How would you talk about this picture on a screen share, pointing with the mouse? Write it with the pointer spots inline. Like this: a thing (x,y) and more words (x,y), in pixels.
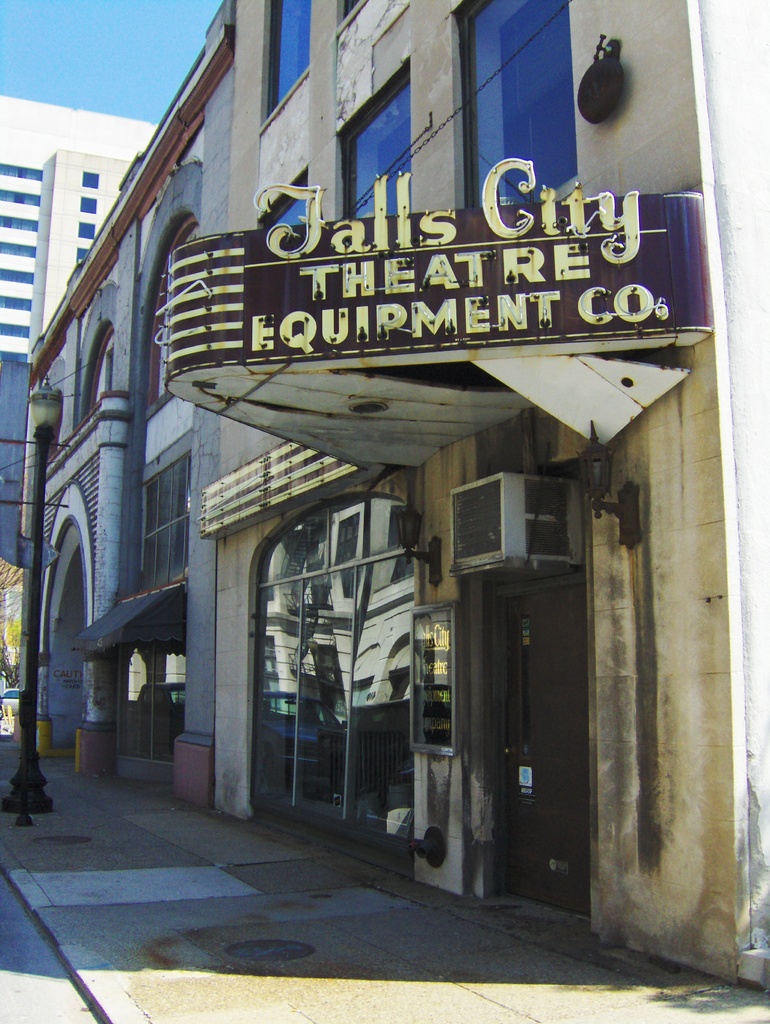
In this picture I can see the board (439,324) in the middle (479,358), there are buildings (703,10). On the left side (36,390) there is the street lamp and at the top (124,53) I can see the sky (120,58).
